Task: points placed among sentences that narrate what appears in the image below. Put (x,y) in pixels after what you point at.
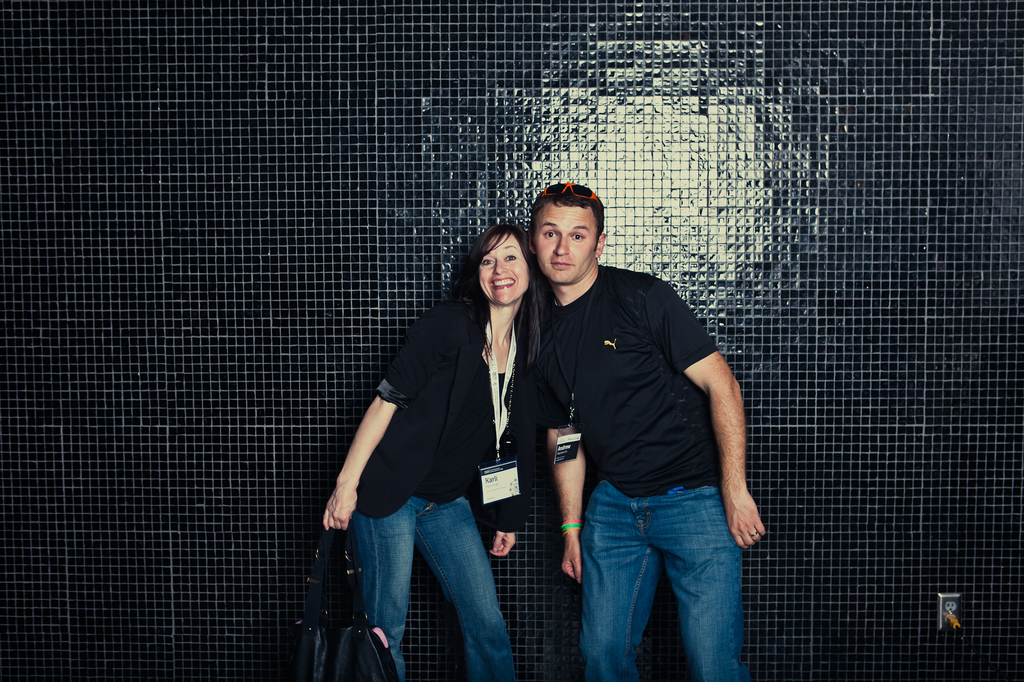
In this image I can see a woman (480,450) and a man (599,436) wearing black and blue colored dresses (594,398) are standing. I can see the woman (411,372) is holding a bag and the black colored wall (223,291) in the background (619,49).
